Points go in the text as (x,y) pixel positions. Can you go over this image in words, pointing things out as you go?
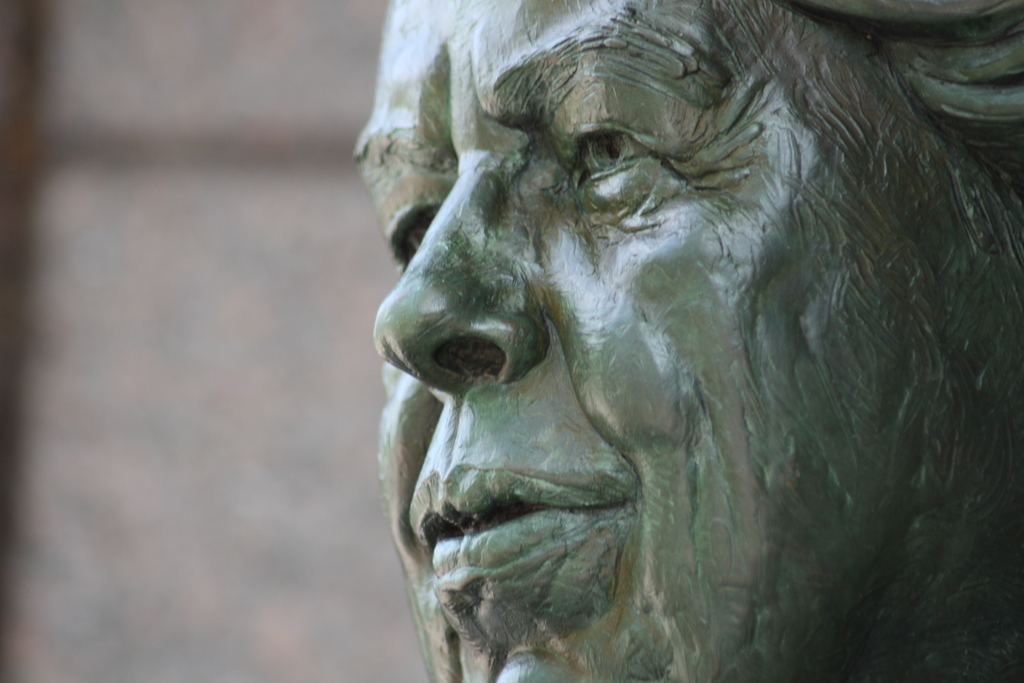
In this image, on the right side (920,106), we can see a statue (942,439) of a person (950,502). On the left side (267,265), we can see white color and black color.
